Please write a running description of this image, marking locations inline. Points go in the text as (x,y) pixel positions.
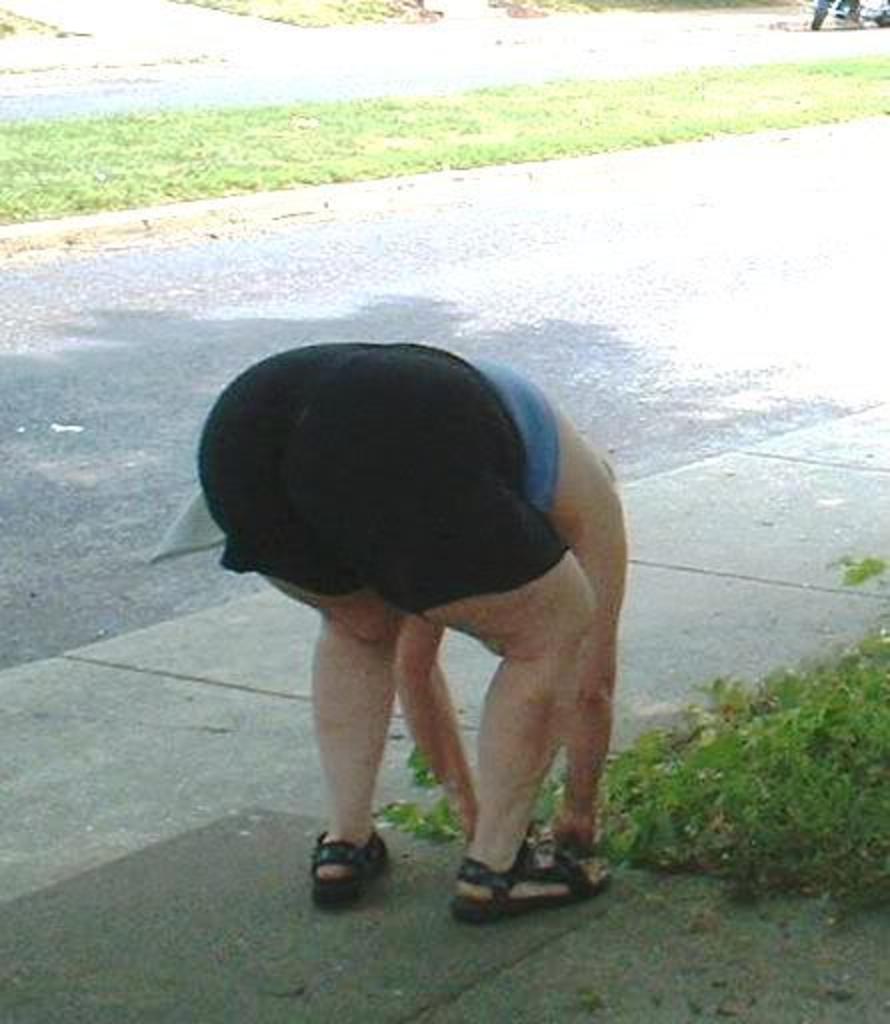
In this image I can see road (360,248), grass (572,101), shadow (572,342) and here I can see a person (549,586).
